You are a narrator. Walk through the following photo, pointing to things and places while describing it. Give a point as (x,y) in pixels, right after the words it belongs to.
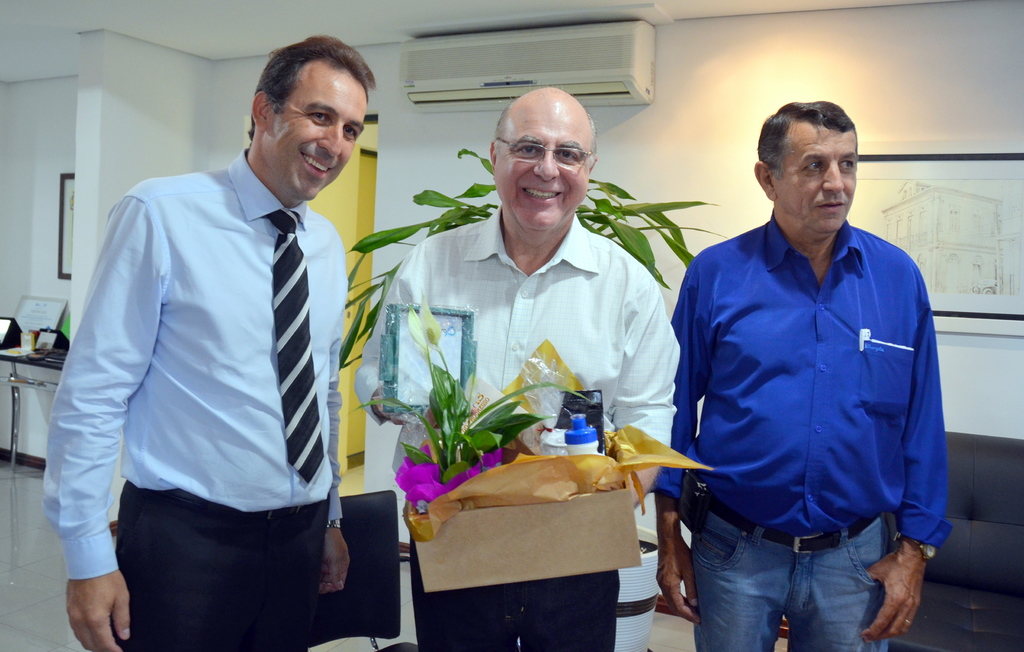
In this image we can see three people (606,405) standing in a room (926,85), a person (622,320) in the middle (511,432) is holding a box (537,515) with few objects (507,437) in it, behind the person (594,290) there is a house plant (624,213) and a chair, there is an A/c (592,91) and picture frame (935,227) attached to the wall (673,106) and there is a desk (23,361) with few object (38,343) on it.
